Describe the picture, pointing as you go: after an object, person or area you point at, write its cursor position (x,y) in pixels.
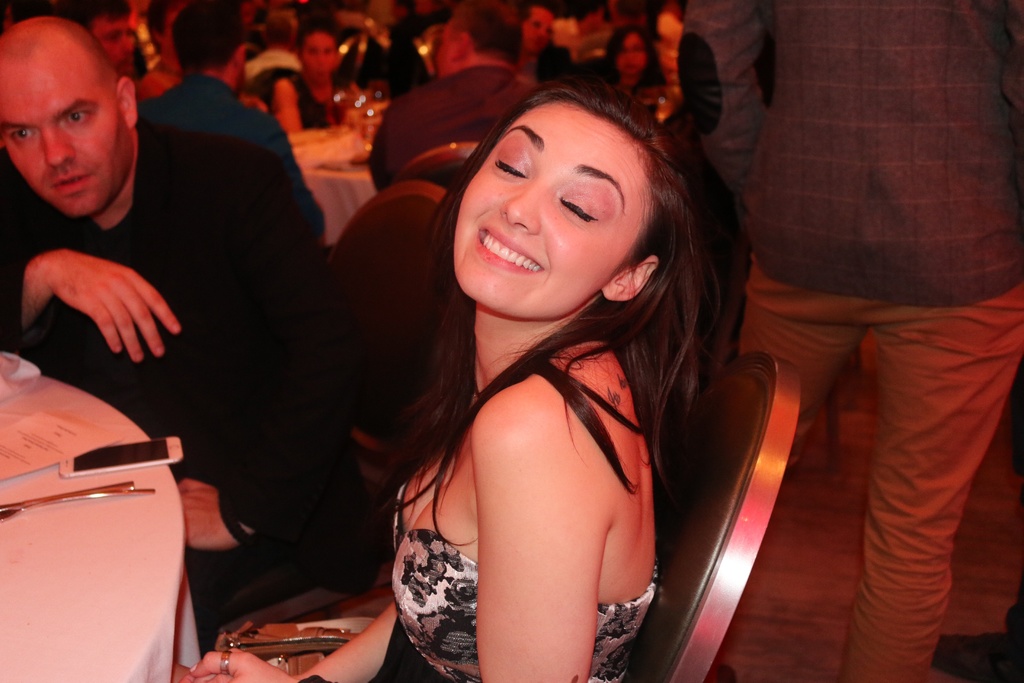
In this image, we can see a woman (621,507) is sitting on the chair (677,561) and smiling. She closes her eyes (581,214). Background (83,190) we can see a few people (60,205). few (35,341) are sitting on the chairs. Here we can see tables (47,512). Few objects (32,504) are placed on it. Right side of the image (912,253), a person (944,315) is standing.
